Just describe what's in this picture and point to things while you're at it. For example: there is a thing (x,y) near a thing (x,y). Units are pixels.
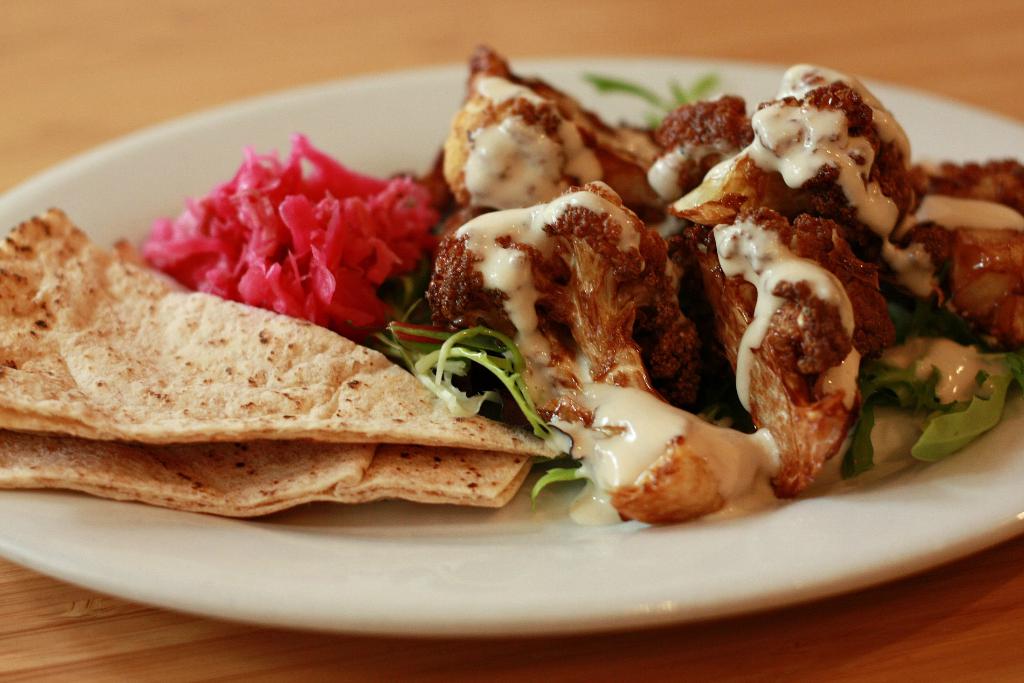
In this image we can see a food item (551,187) kept on the plate (483,515) which is placed on the wooden table (203,633).
